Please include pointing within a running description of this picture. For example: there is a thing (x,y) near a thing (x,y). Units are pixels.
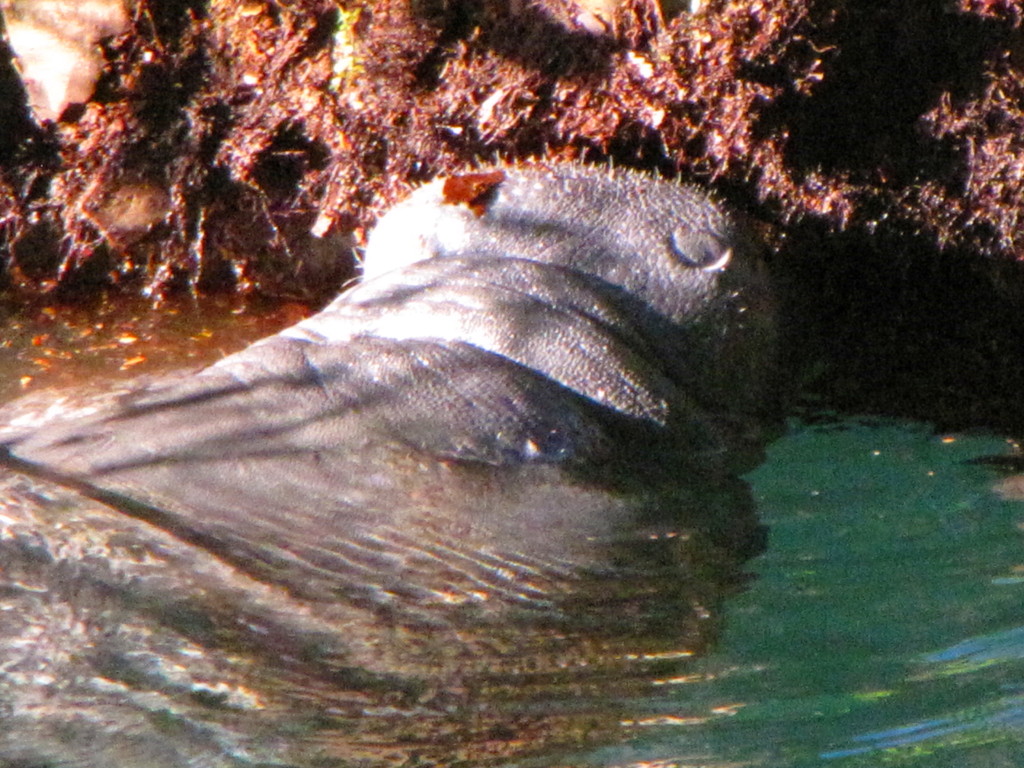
In this picture we can see an animal (515,392), soil (517,133) and water (790,650).
